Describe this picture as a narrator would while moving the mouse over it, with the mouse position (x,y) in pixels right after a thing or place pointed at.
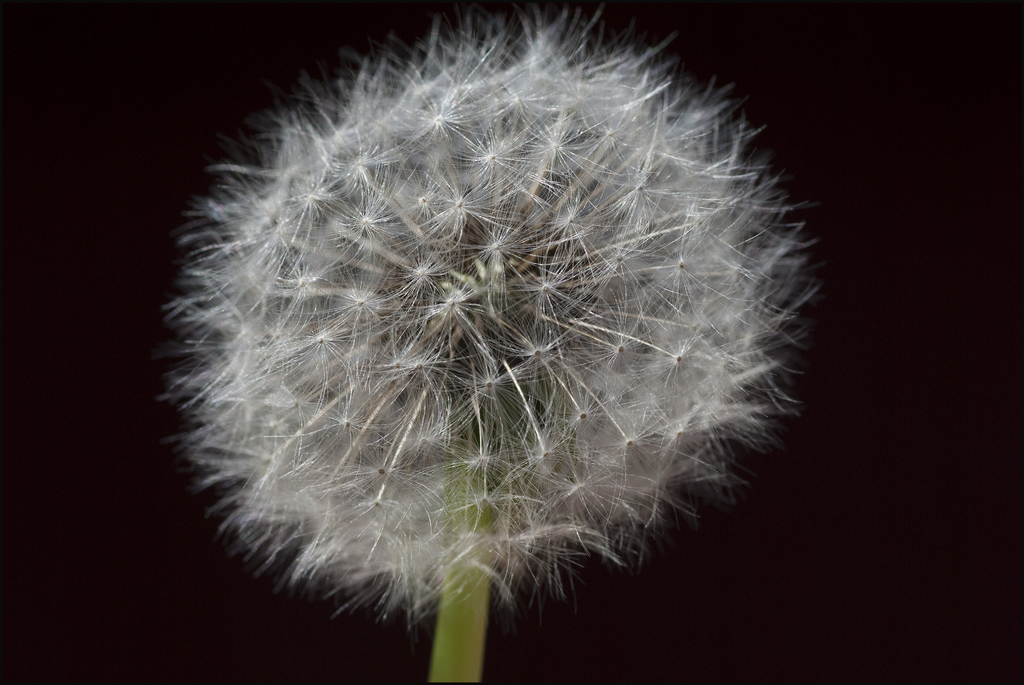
In this image we can see a flower (566,344) and a stem (476,638). The background (33,8) is dark.
